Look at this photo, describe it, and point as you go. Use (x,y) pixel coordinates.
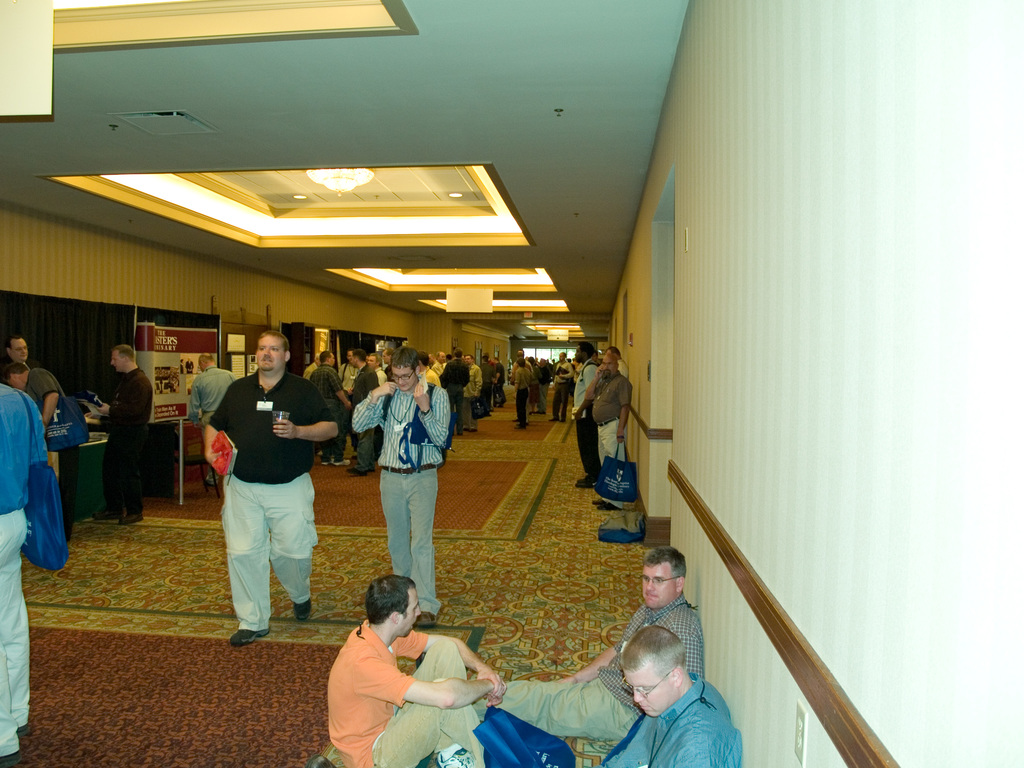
In this image I see number of people (608,438) in which this man (257,472) is holding red color thing (226,455) in one hand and a glass (286,428) in other hand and I see that these 3 men (411,676) are sitting and I see the path (552,482) and I see the wall (906,355) and I see a board (174,378) over here on which there is something written and I see the lights (151,189) on the ceiling (523,204) and I see that this man (621,395) is holding a blue color bag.
